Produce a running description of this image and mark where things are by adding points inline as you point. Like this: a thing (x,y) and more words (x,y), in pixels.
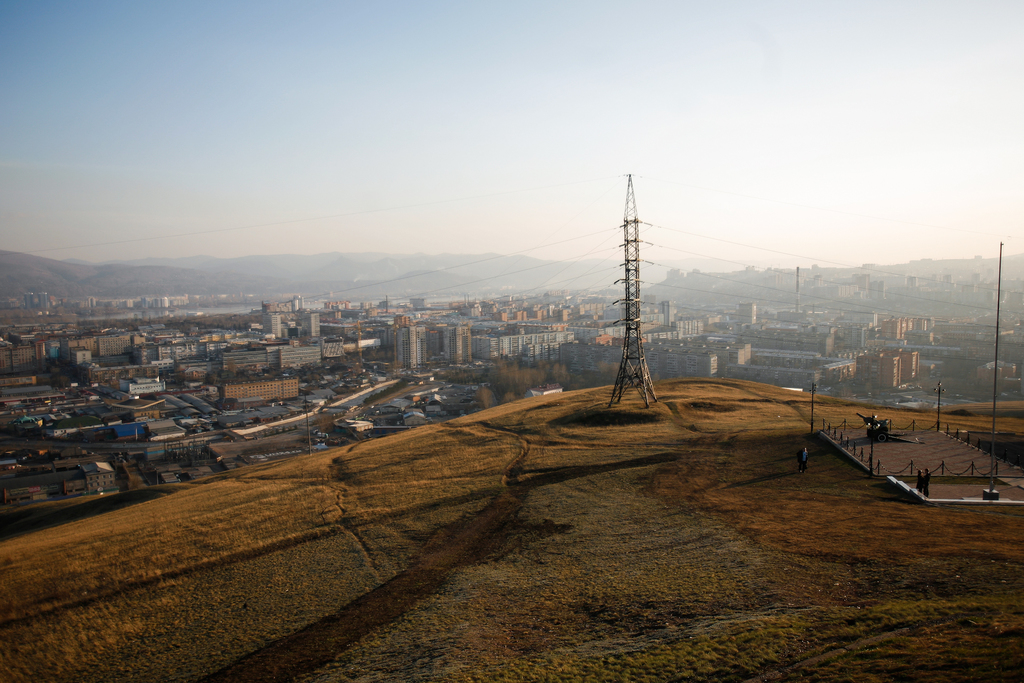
This is the picture of a city (68,408). In this image there is a tower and there is a vehicle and there are three persons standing in the foreground (632,320). At the back (194,393) there are buildings (413,358) and trees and there are mountains (4,260). At the top (429,56) there is sky (544,201). At the bottom (714,613) there is grass (779,608).
